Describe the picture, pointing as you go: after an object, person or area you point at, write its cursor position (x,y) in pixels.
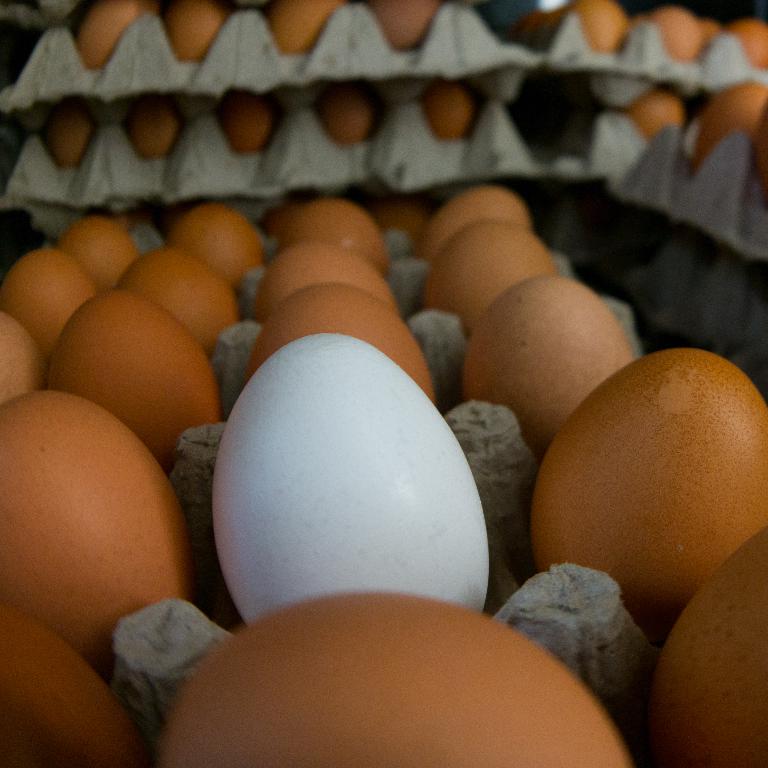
In this image, we can see some eggs (434,740) in the trays (195,446), at the middle (342,496) there is a white colored egg (234,521) in the tray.
